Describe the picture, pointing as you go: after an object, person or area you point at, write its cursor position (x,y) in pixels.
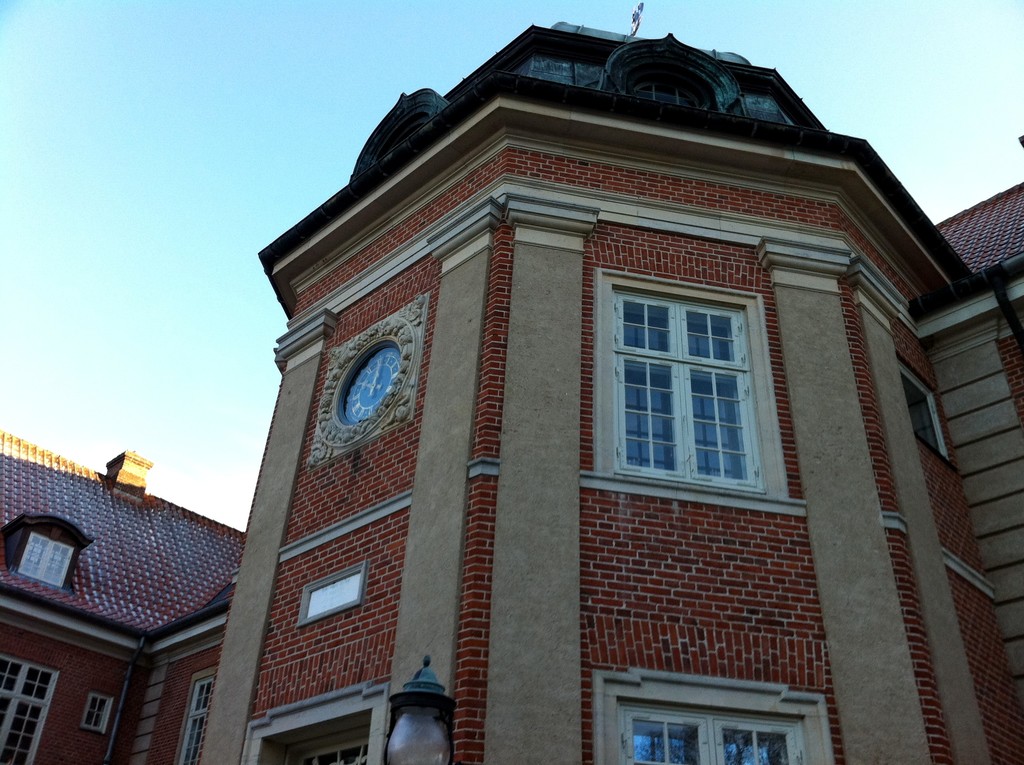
In this image in front (736,537) there are buildings (608,566). There is a light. In the background of the image (259,145) there is sky (218,142).
